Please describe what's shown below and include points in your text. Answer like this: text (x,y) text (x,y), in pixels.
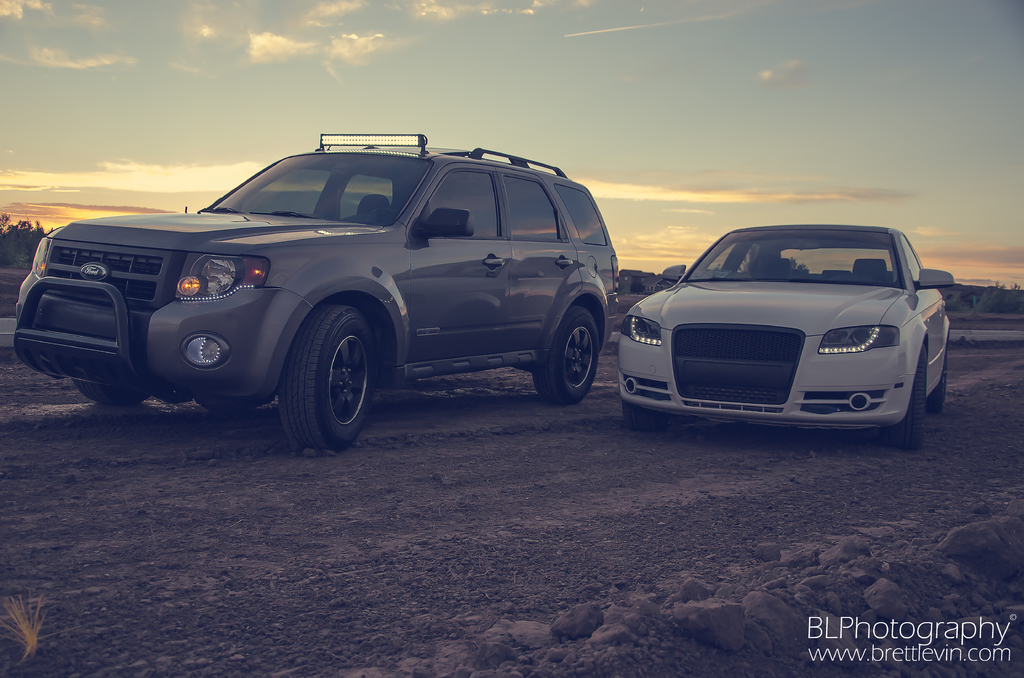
In the picture I can see vehicles (640,426) on the ground (685,443). In the background (745,135) I can see trees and the sky (742,223). On the bottom right side of the image (938,645) I can see a watermark (883,661).
